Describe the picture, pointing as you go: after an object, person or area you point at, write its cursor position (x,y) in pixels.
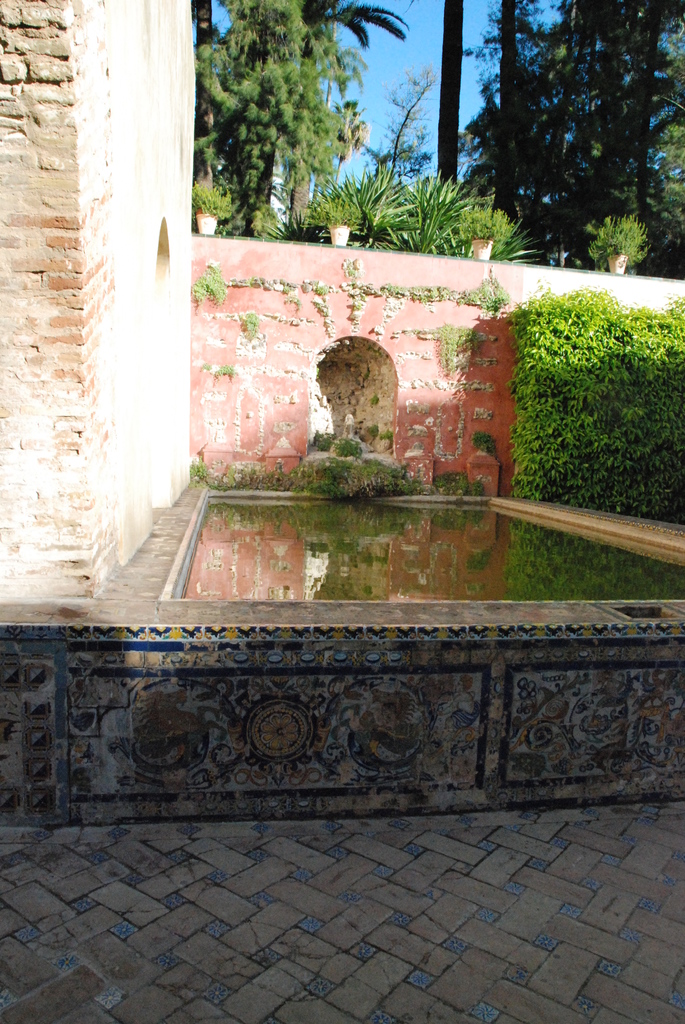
This is water (439,576). Here we can see a wall (170,7) and plants (591,295). In the background (566,183) there are trees (531,101) and sky (392,97).
